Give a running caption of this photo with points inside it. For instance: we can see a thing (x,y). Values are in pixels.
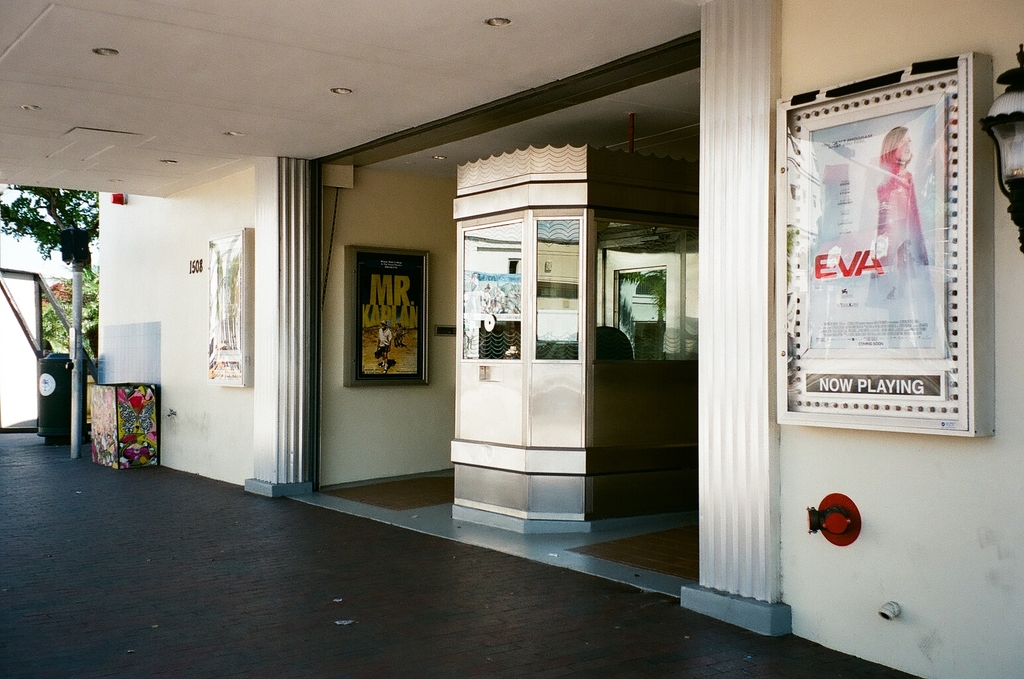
On the right (774,346) we can see poster (882,195), lamp (1011,151), frame (955,413) and wall (918,436). In the middle of the picture (415,326) we can see posters (402,310), wall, glass window (645,288), floor (458,540), ceiling (549,135) and other objects (459,279). On the left (113,275) there are trees (58,291), wall (168,313), posters (220,330), pole (74,331), sky (29,241) and other objects (59,389). At the bottom (319,616) it is floor (337,567). At the top (328,56) it is ceiling (333,81).
